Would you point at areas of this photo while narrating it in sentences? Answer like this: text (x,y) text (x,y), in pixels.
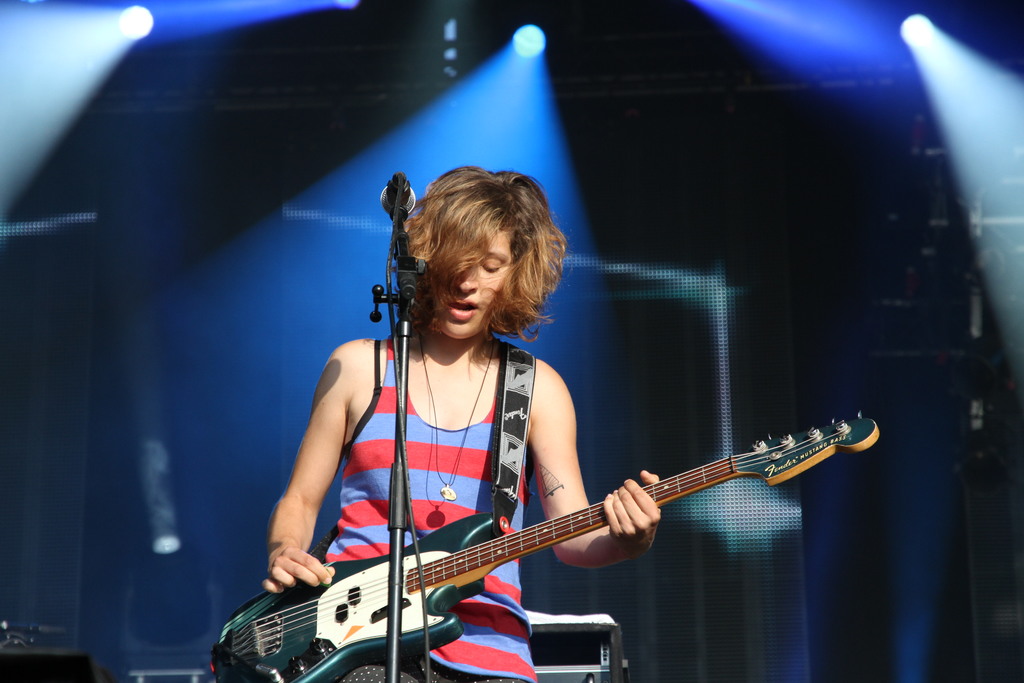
As we can see in the image, there is a women (496,304) standing and singing on mike (406,195) and she is holding guitar (321,633) in her hands (651,532). In the background (532,47) there are lights (957,52).
